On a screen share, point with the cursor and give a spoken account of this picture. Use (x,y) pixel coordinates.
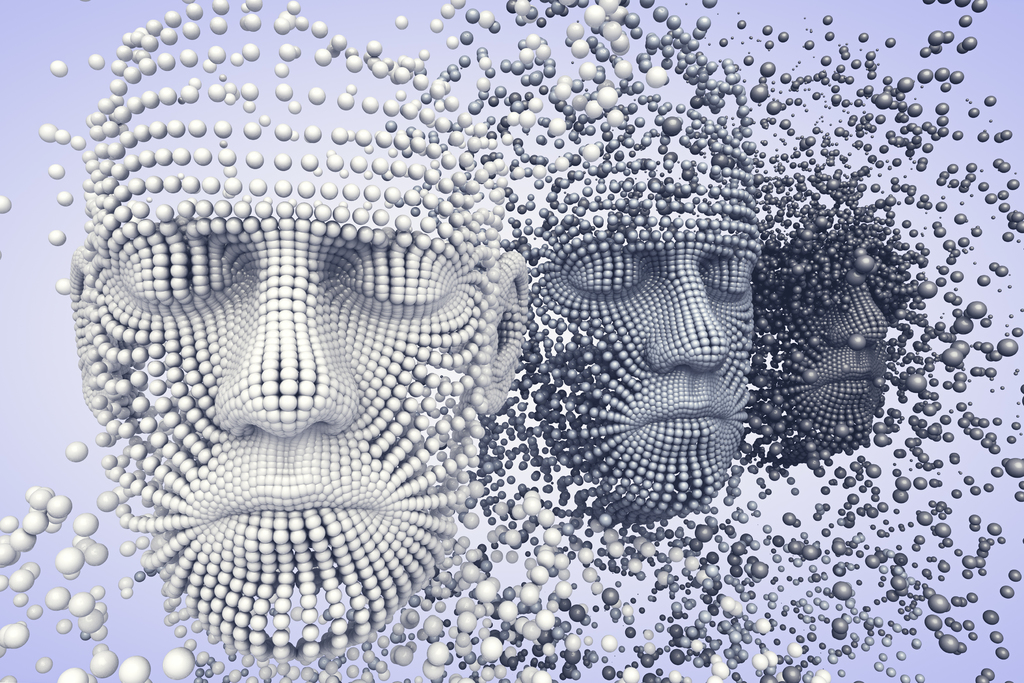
This image is an animated image. In this image the background (71,26) is lilac in color. In the middle of the image (417,410) there are three face masks (612,438).
